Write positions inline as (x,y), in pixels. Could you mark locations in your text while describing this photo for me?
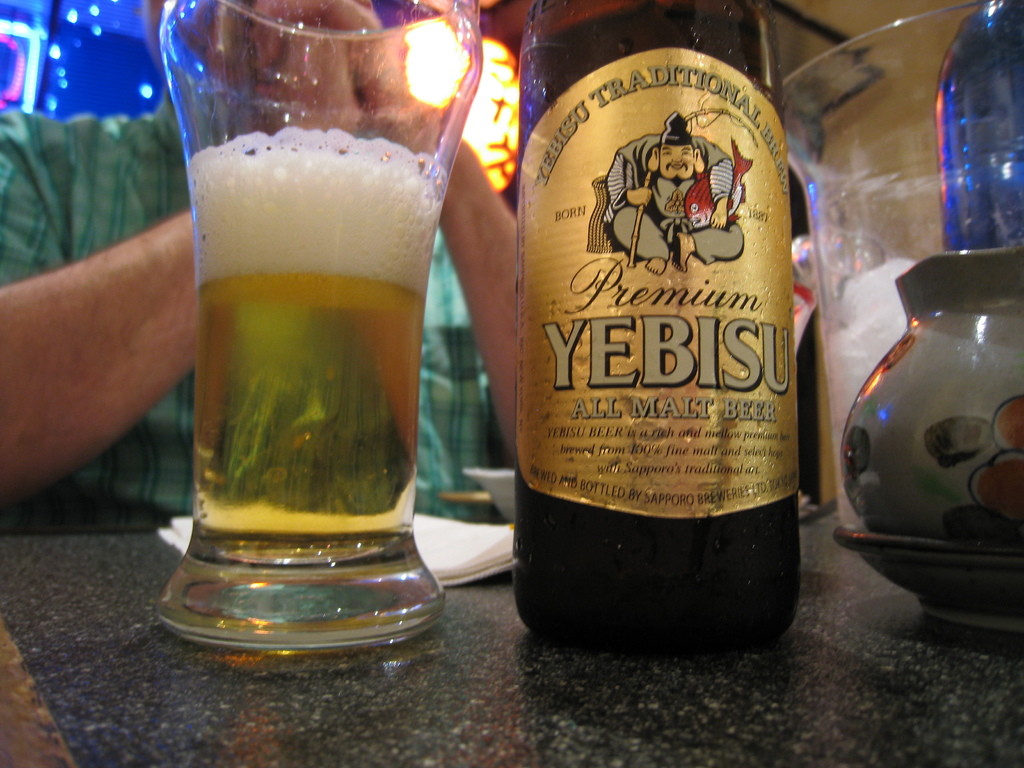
In this picture we can see a glass (298,204) with drink (329,349) in it and a bottle (598,517) and a plate (981,595) and cup (956,426) on the table (561,712). Near to this we can see one person (147,227) sitting. This is a tissue paper (473,568).
